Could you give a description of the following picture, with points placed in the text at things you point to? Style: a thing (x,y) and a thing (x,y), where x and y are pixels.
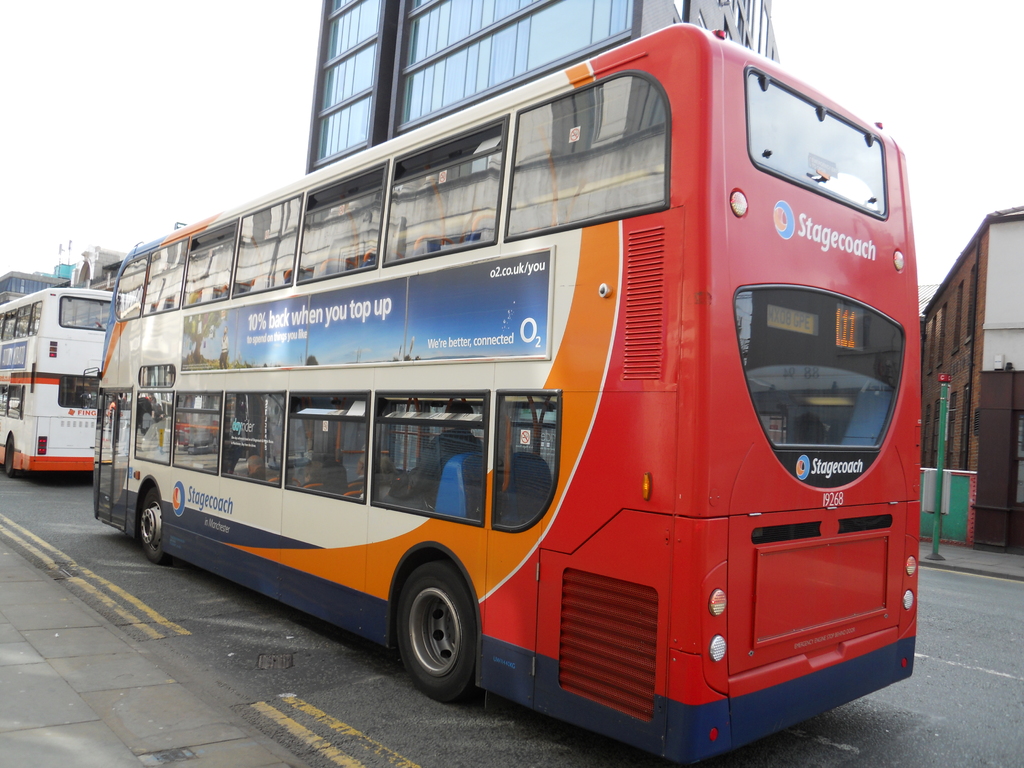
In the image we can see there are vehicles (86,362) on the road (456,708). We can even see there are buildings (930,359), this is a pole (946,435), footpath (41,670) and a white sky (48,110). In the vehicle (322,393) we can see a person (453,442) sitting and wearing clothes (437,486).
